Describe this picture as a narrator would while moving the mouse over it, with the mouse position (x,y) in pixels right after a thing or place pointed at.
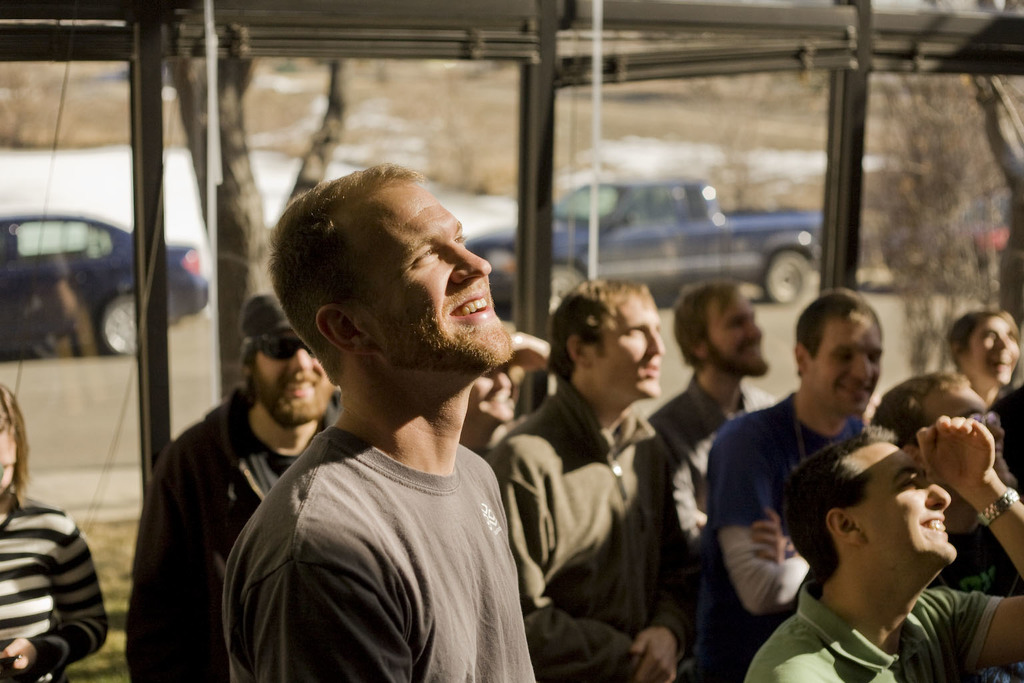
This image is taken outdoors. In this image the background (440,99) is a little blurred. There are a few plants (897,153). A few cars (118,282) are parked on the ground (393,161) and there is a ground (376,133) with grass (108,649) on it. There is a tree (1020,275). At the top of the image (446,56) there is a roof (323,29) and there are a few iron bars (149,184). In the middle of the image (433,368) a few people (239,624) are standing on the ground (99,514) and they are with smiling faces (874,496).
